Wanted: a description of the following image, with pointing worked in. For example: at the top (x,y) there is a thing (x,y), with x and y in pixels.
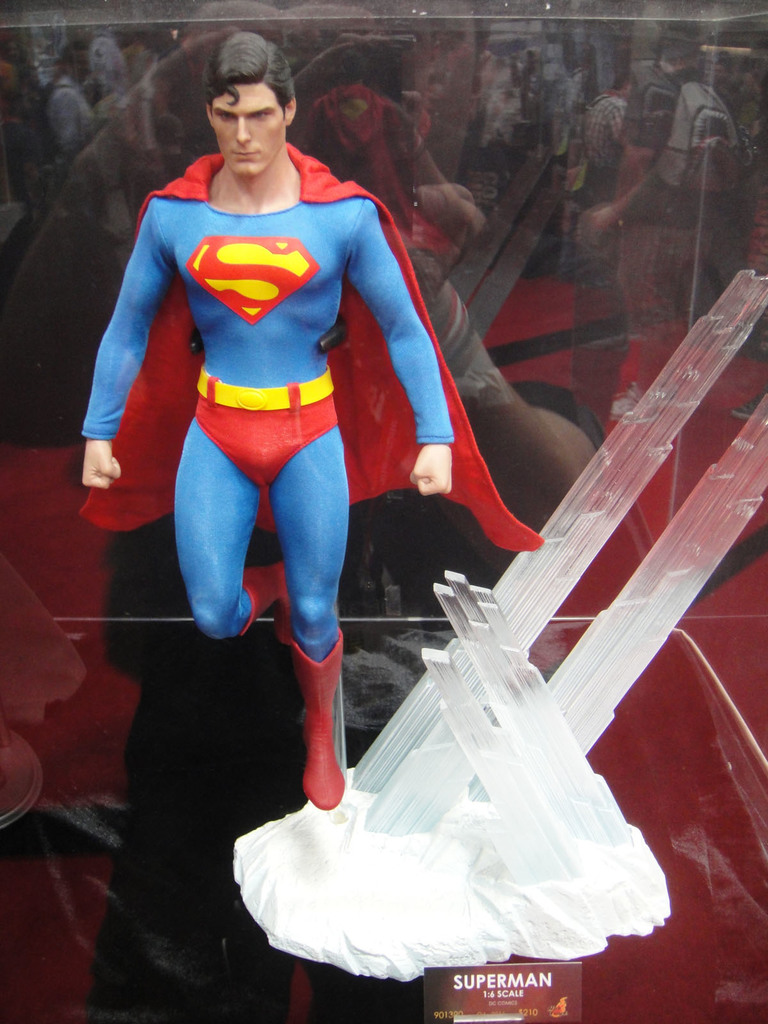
In this picture I can see a toy (324,662), there is a board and an object (557,860) in a glass box (633,8), and there is a reflection (86,184) of group of people (41,319).
